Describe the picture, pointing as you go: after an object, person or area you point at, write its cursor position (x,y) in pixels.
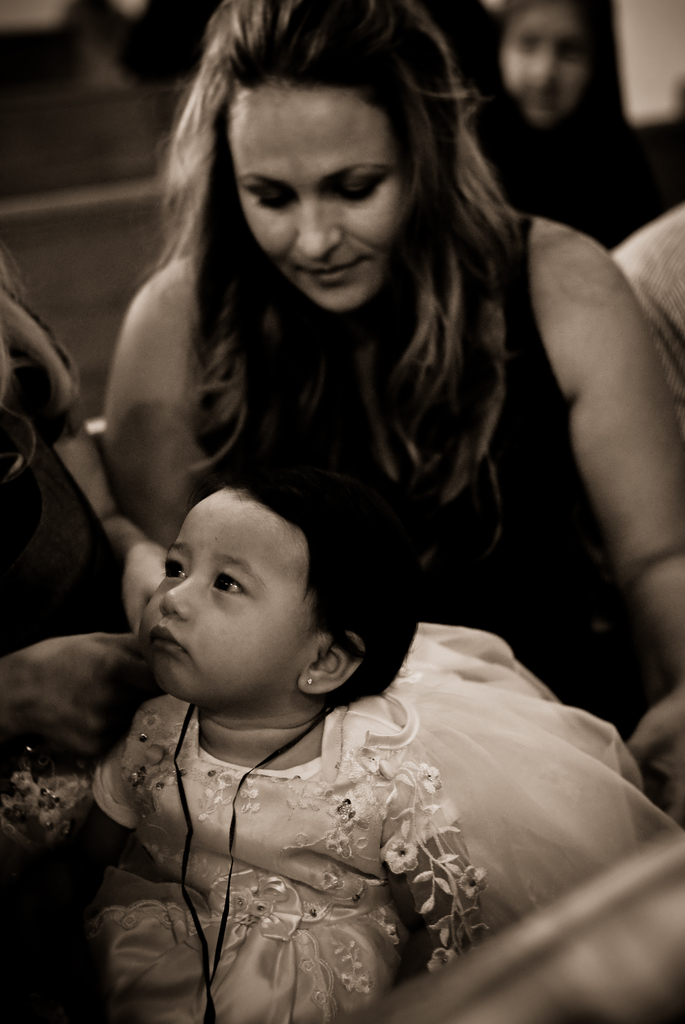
It is a black and white image. In this image we can see a woman (371,376) and also the girl (316,764) wearing the frock (362,912). We can also see another woman (94,539) on the left (80,563). In the background (577,132), we can see the girl (545,91).
